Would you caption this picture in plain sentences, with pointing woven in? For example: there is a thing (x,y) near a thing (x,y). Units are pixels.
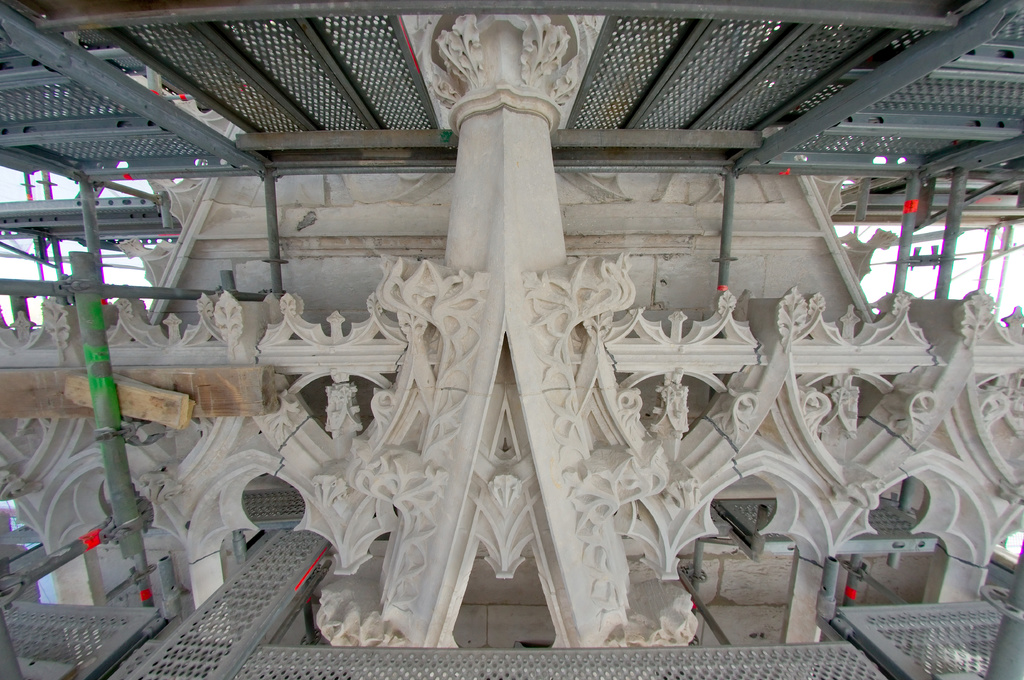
In this image we can see some plywood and poles (944,255), at the top of the roof (625,104) we can see some metal rods (950,240).
